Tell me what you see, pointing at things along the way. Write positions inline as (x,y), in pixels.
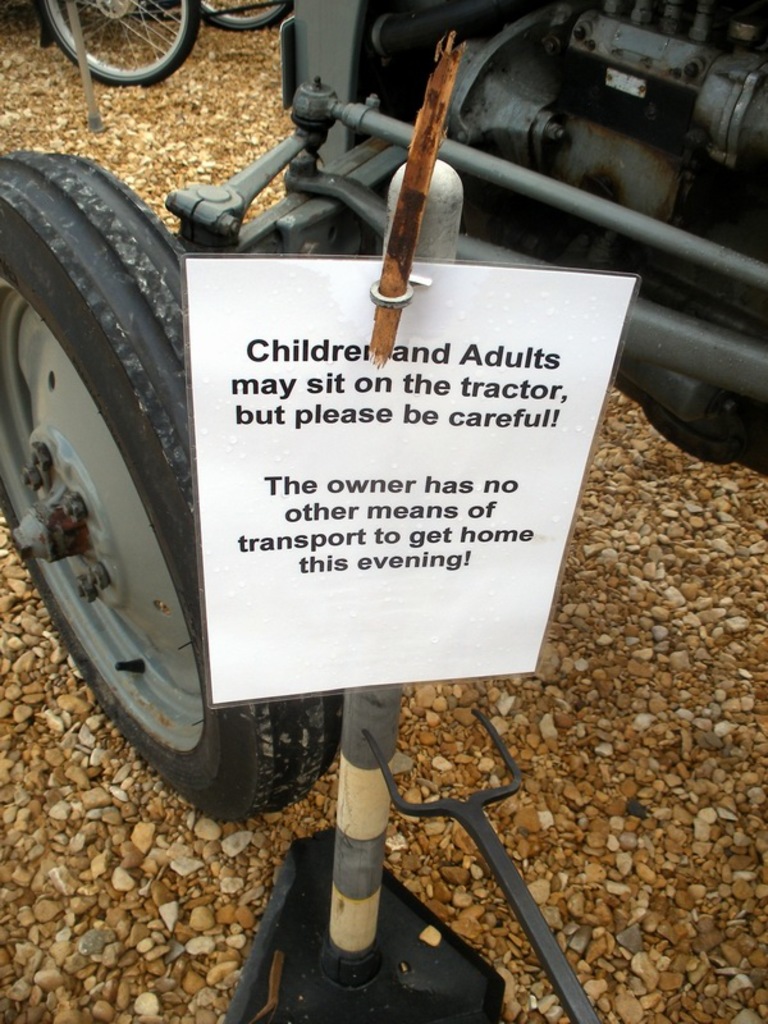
In this image, we can see side view of a vehicle (448,137). There are wheels (185,20) in the top left of the image (194,15). There is a board (420,444) in the middle of the image (317,357).
